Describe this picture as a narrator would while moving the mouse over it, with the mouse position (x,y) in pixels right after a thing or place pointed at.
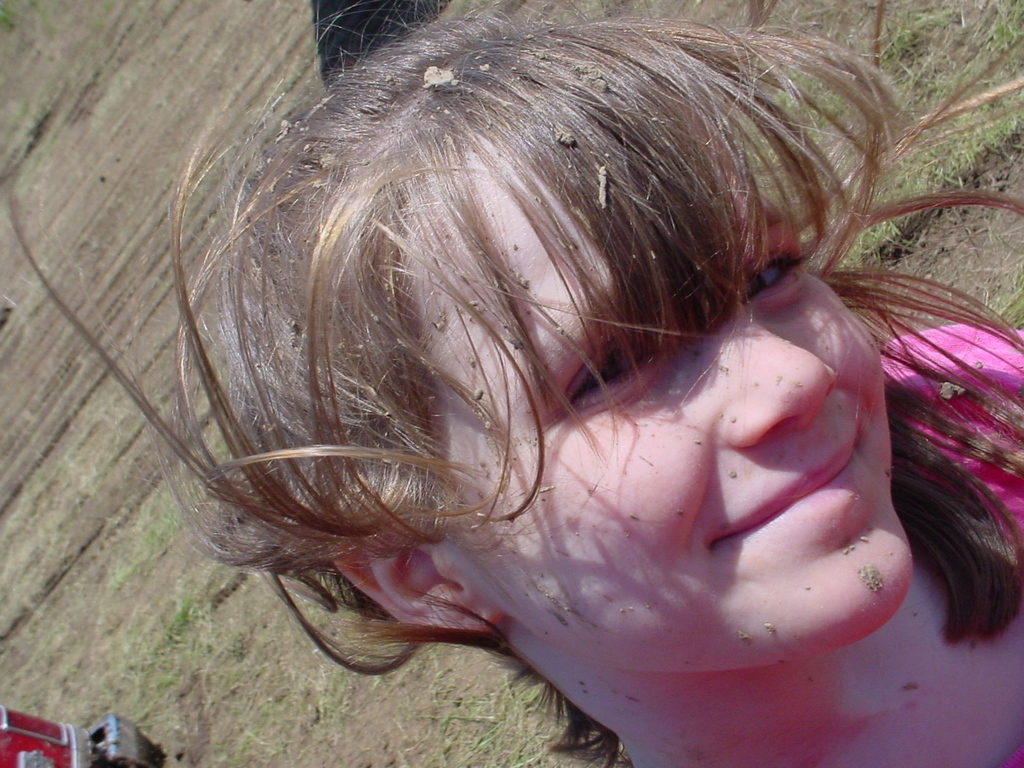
A girl (684,521) is smiling wearing a pink dress (991,344). There is some mud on her. She has bangs (506,167).
